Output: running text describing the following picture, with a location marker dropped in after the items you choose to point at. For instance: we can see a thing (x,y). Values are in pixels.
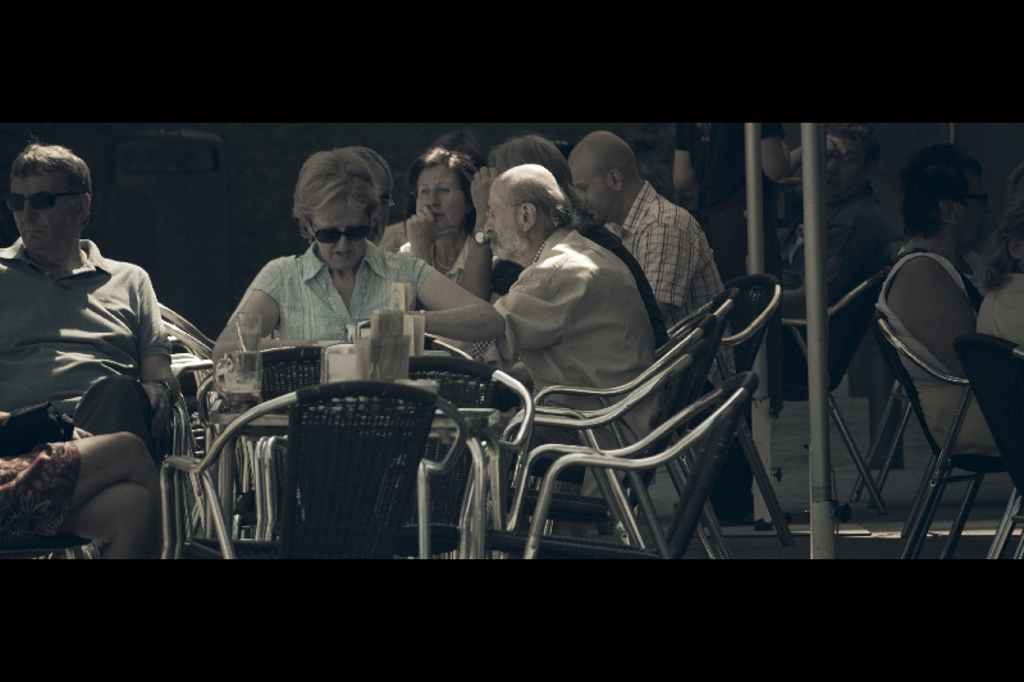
Most of the persons (506,245) are sitting on a chair (471,398). On this table (485,406) there is a glass (253,396) with liquid (252,401). These are poles (751,190). Far this person (719,170) is standing. These two person (345,220) wore goggles (37,204).
